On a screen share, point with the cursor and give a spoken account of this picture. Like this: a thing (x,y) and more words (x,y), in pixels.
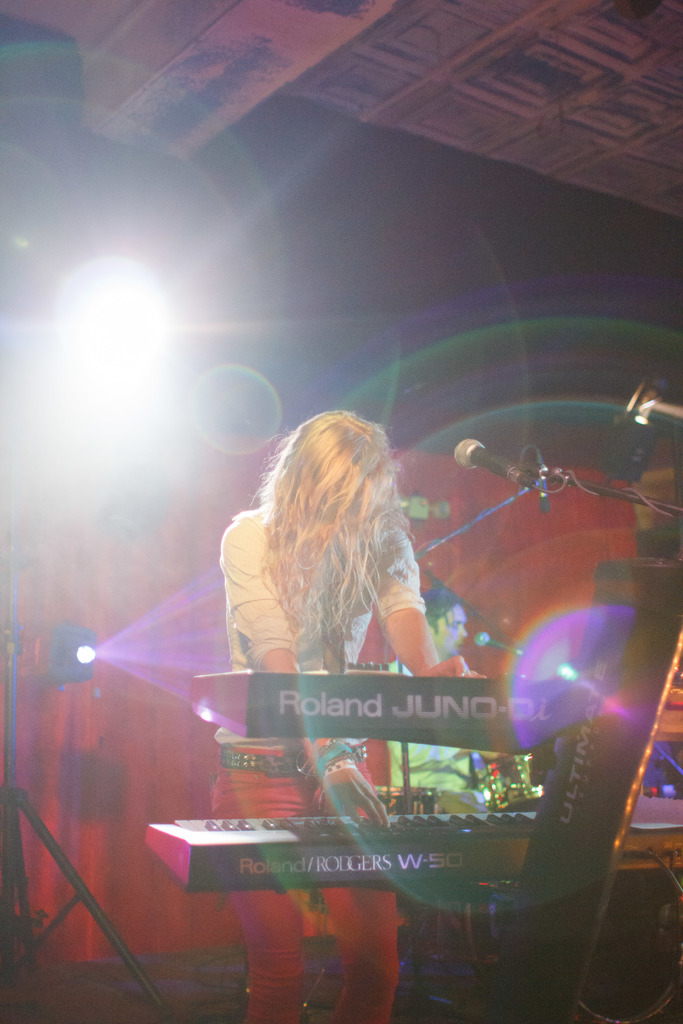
In this image I can see two persons (419,621) are playing musical instruments (475,765) on the stage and a speaker stand (39,817). In the background (392,75) I can see focus lights (118,388) and a rooftop (95,65). This image is taken may be on the stage (14,997).
